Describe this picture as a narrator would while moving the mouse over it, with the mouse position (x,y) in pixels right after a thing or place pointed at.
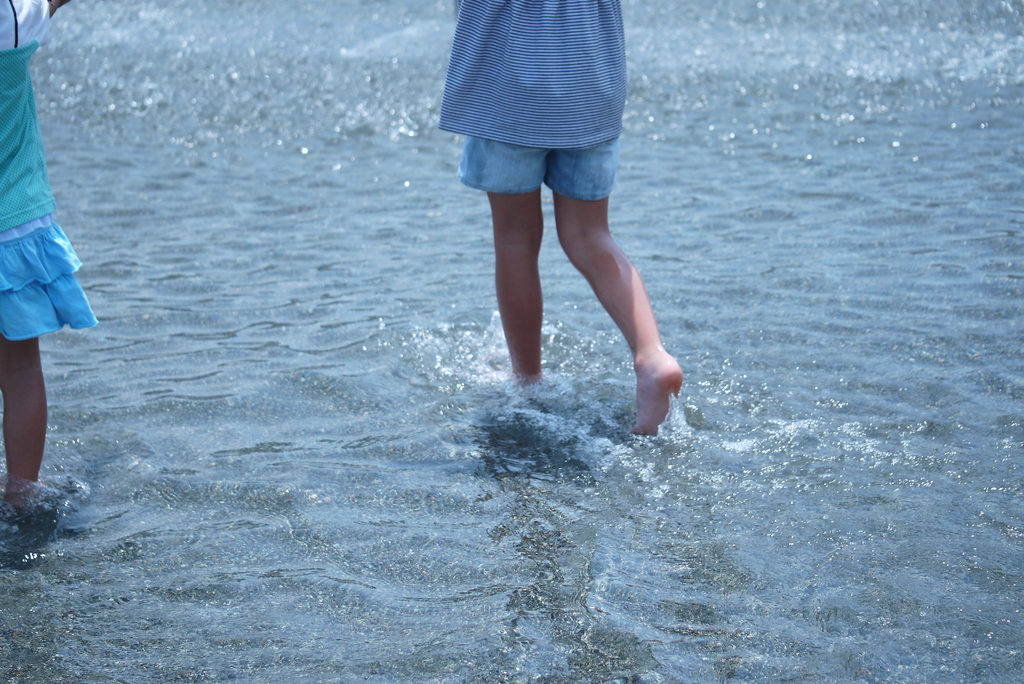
On the left side (19,370), there is a child (27,230) partially in the water (636,510). On the right side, there is another child (554,31), walking in the water (297,154).
